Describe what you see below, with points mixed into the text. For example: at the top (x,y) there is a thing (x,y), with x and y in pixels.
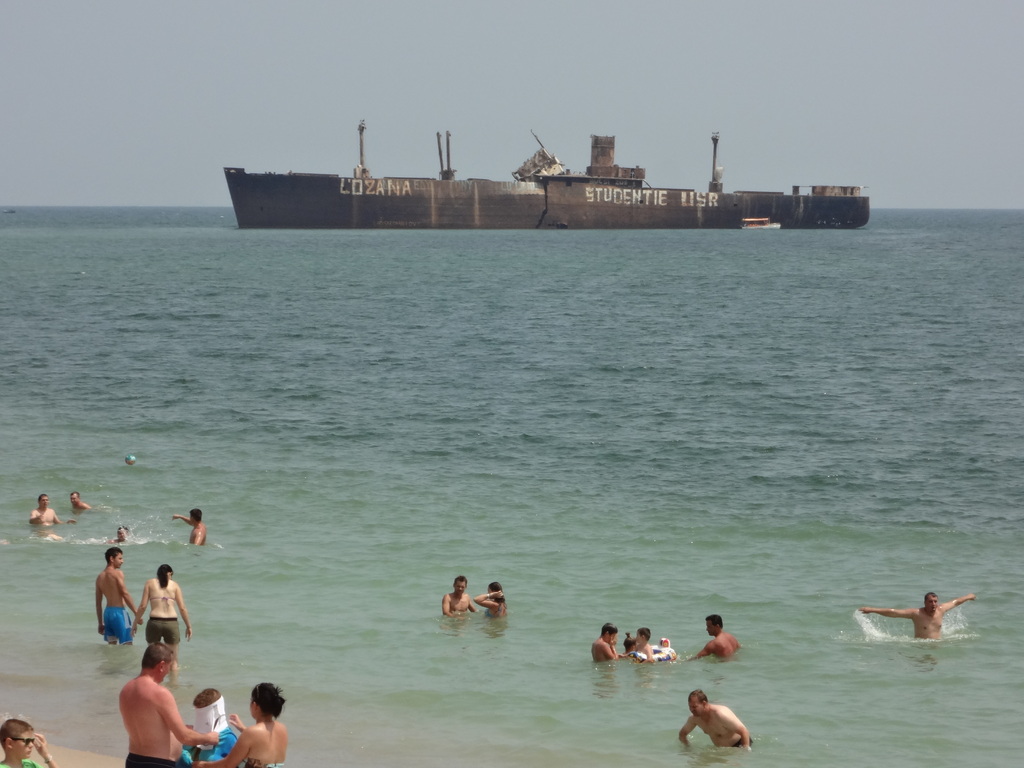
In this image at the bottom (442,540) there is a sea (496,532) and in the sea (582,382) at the bottom (116,559) there are some people (150,749), and in the background (539,204) there is one ship (479,196), and in the ship (387,184) there are some poles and some objects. And at the top (622,95) there is sky (620,58).
